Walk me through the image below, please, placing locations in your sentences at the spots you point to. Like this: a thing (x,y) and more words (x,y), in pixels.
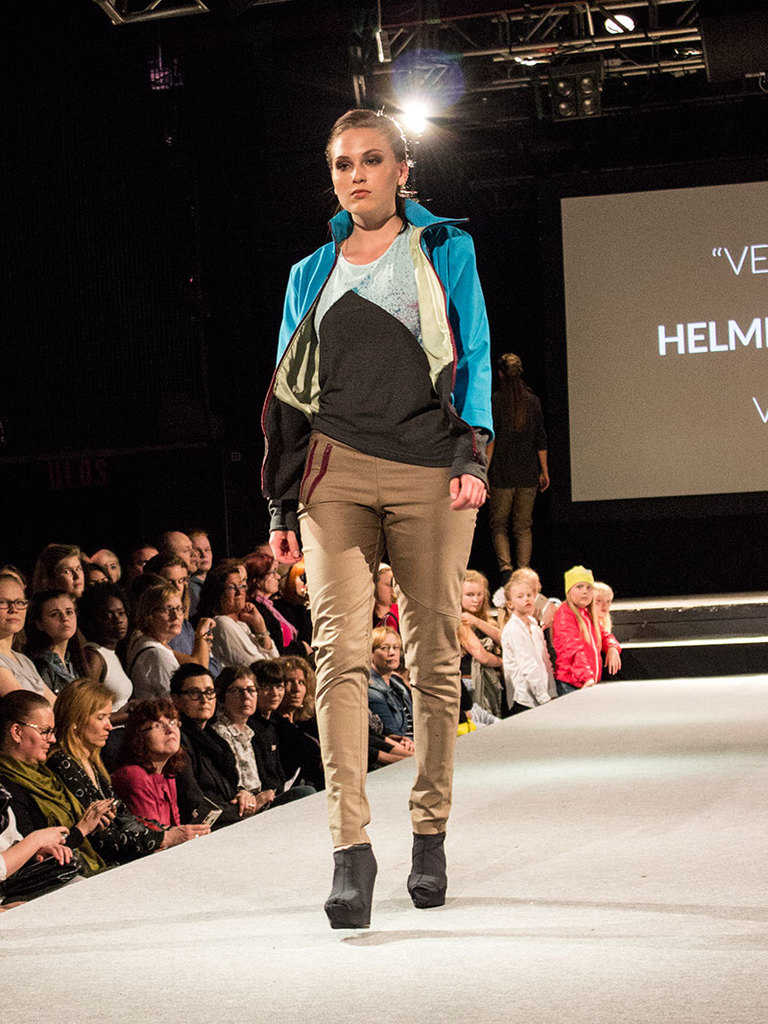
In this image I can see a person (385,343) wearing brown pant (423,577), black shoe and blue jacket (466,325) is standing on the platform (508,861) which is white in color. In the background (269,641) I can see number of people (152,589), a person (494,452) standing, a screen (592,454), a light (401,86) and few metal rods (549,70).
